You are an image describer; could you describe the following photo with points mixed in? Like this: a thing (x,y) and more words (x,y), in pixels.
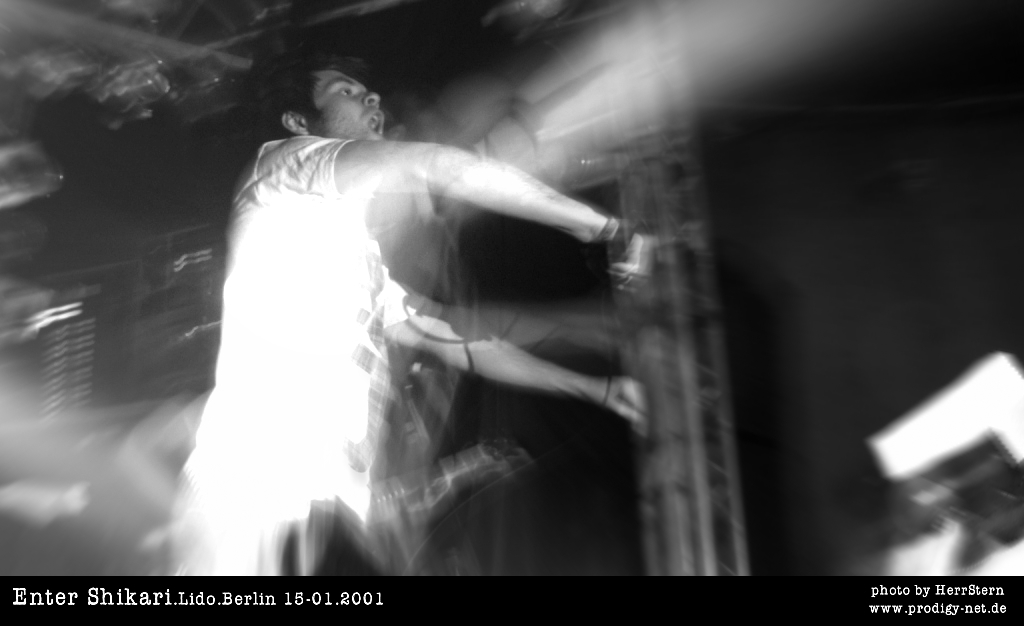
This is a black and white picture. The man (249,276) in the middle of the picture (382,374) is standing. He opened his mouth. At the bottom of the picture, we see some text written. This picture is blurred.
